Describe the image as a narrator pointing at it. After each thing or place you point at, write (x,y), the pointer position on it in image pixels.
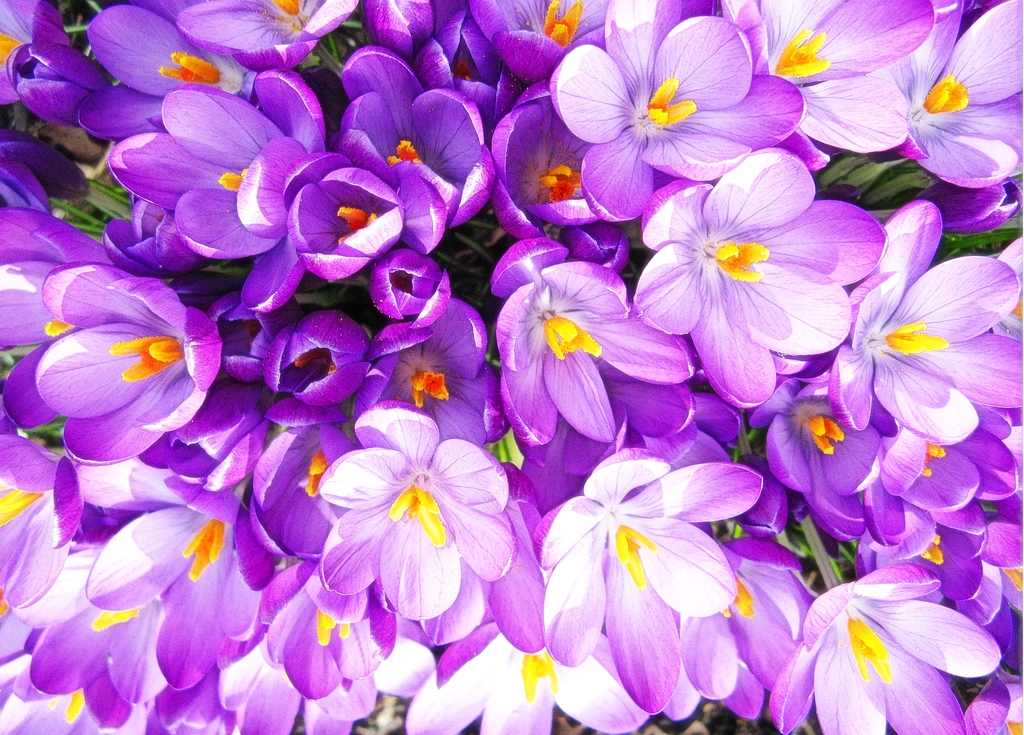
In the picture we can see a group of flowers (197,490) which are violet in color and some yellow petals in the middle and in the middle of the flowers (160,518) we can see some plant saplings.
